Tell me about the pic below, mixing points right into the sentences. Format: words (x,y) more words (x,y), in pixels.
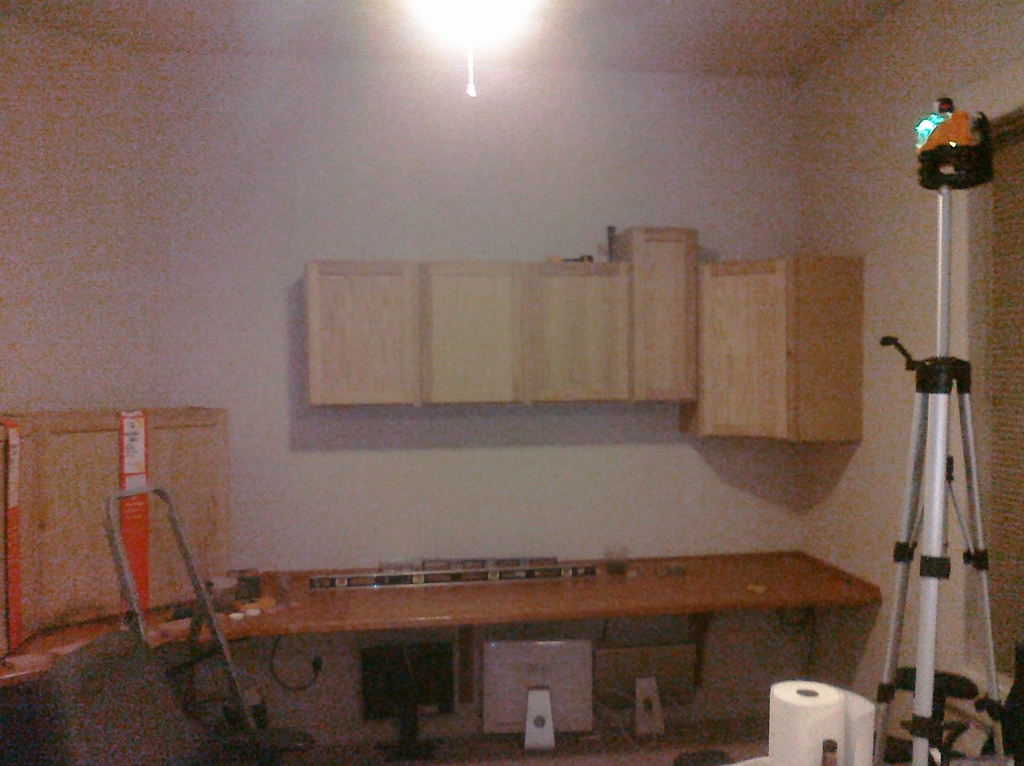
In this image, we can see wall (281,488), wooden cupboards (212,416), desk (548,615), stand (897,552), roll (818,716), few objects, monitor (573,684), ladder (239,687), chairs (130,733) and a few things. Top of the image (463,36), we can see the ceiling (584,34) and light focus (511,30).
